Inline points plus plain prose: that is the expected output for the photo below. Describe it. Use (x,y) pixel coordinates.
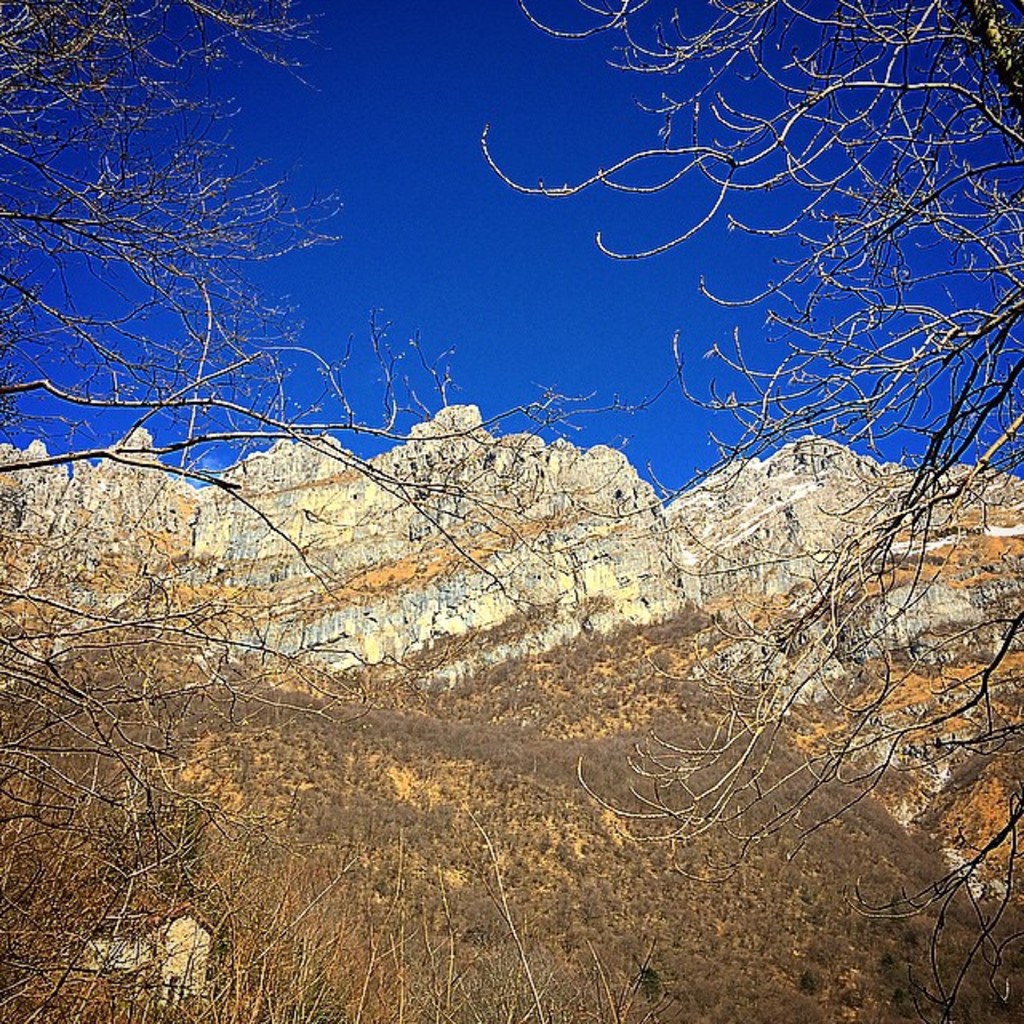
This Picture shows trees (63,607) and we see Hills (387,582) and a blue sky (522,292).
